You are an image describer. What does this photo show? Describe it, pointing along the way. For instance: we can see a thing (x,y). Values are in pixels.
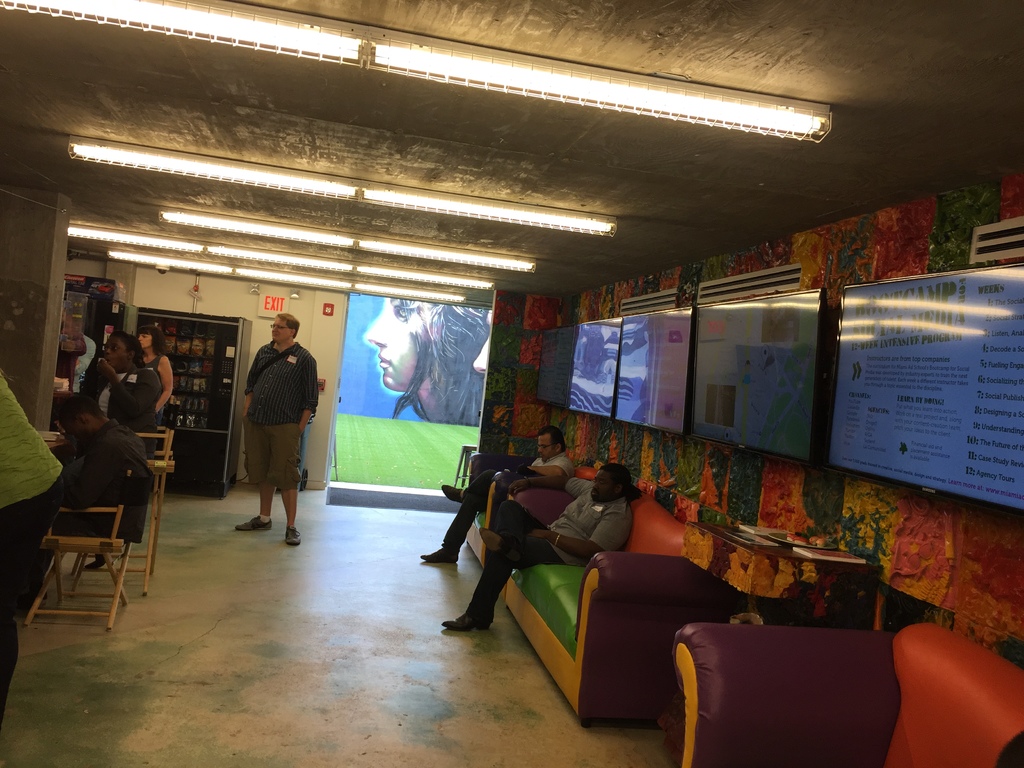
There are some people (524,553) sitting in the sofas (573,659). Some of them are standing. There are televisions (725,382) attached to the wall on the right side (802,358). In the background (522,361) there is a wall (228,290) and a shelf (194,358).
